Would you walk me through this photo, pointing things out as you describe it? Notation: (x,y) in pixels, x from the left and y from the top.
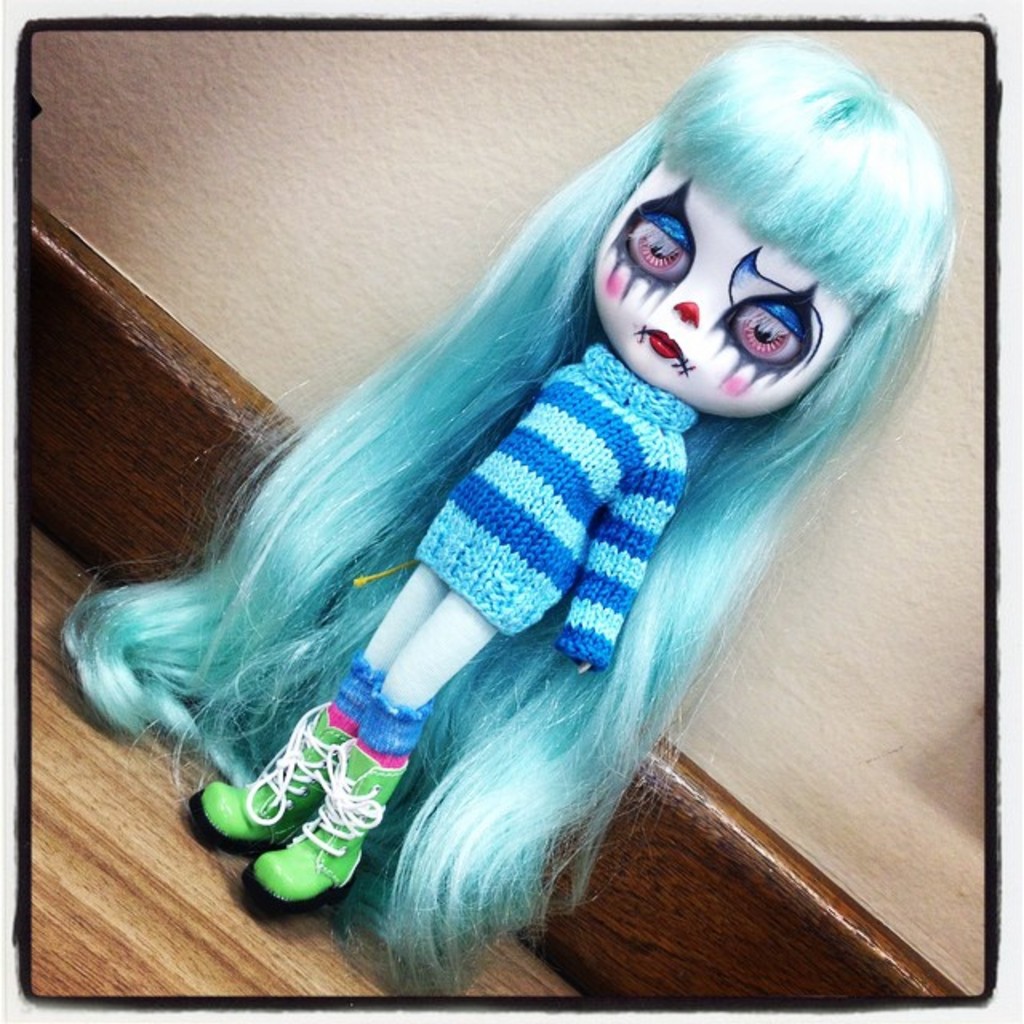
In the center of the image (409,364) we can see doll (205,671) on the table (153,746). In the background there is wall (869,671).
